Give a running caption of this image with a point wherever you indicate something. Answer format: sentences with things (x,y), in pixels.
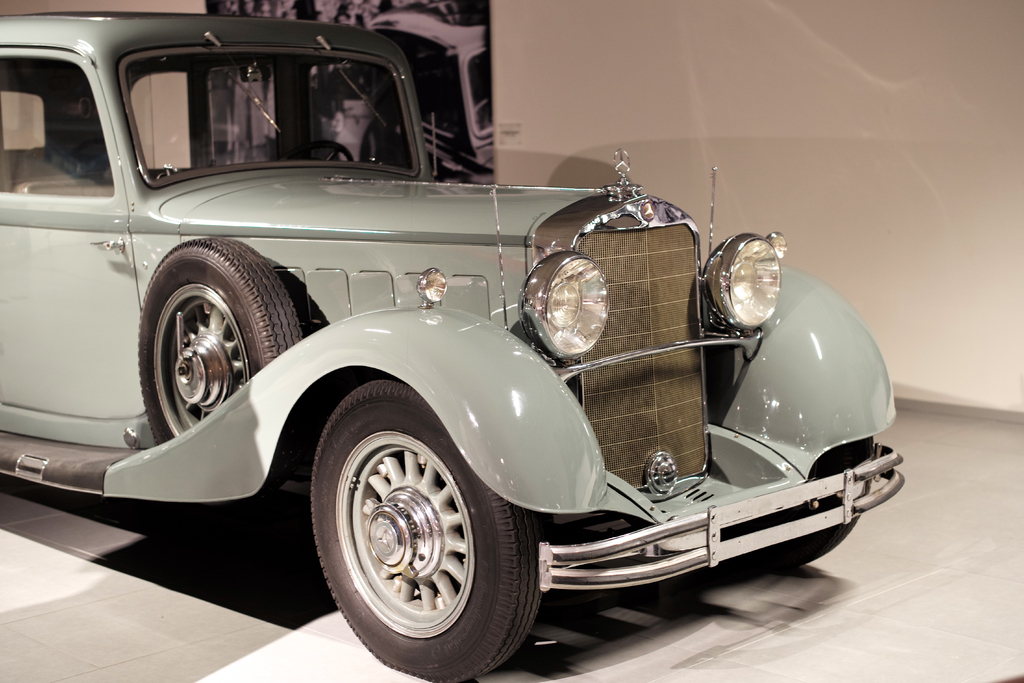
In the picture we can see a vintage car (569,456) on the floor (907,543) and in the car (874,503) we can see lights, bumper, windshield (253,157), and from it we can see steering (332,152) and behind the car (785,485) we can see a wall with a photo (490,132).
